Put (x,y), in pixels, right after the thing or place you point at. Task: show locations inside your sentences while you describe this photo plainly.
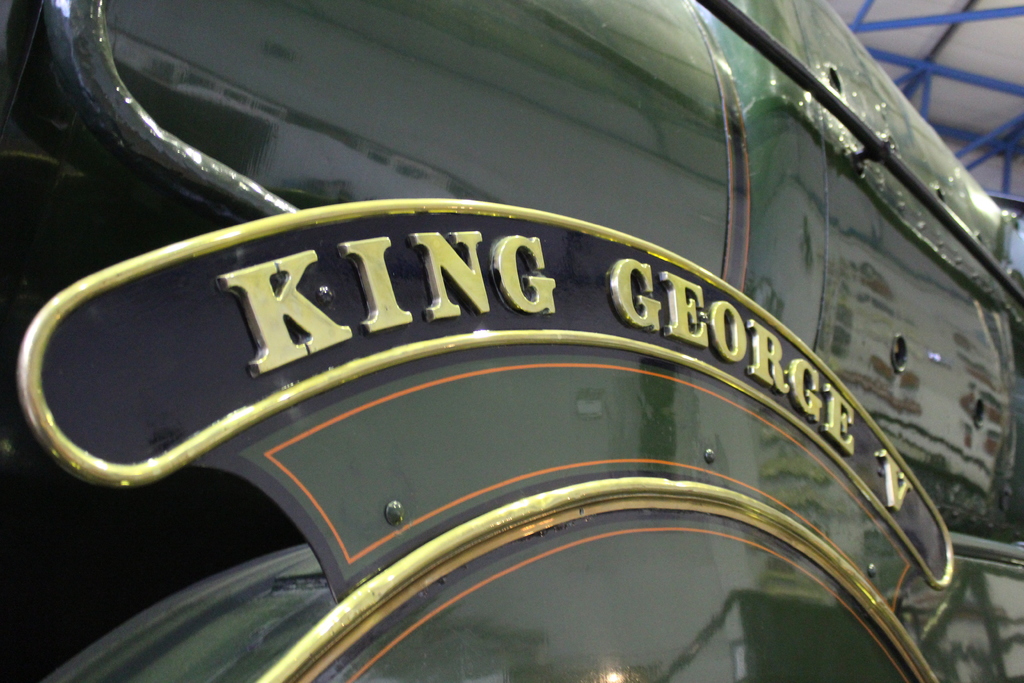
In this image I can see the vehicle (396,188) which is in green color. And I can see the name king George (376,307) is written on it. In the back (968,126) I can see the roof (937,130).
